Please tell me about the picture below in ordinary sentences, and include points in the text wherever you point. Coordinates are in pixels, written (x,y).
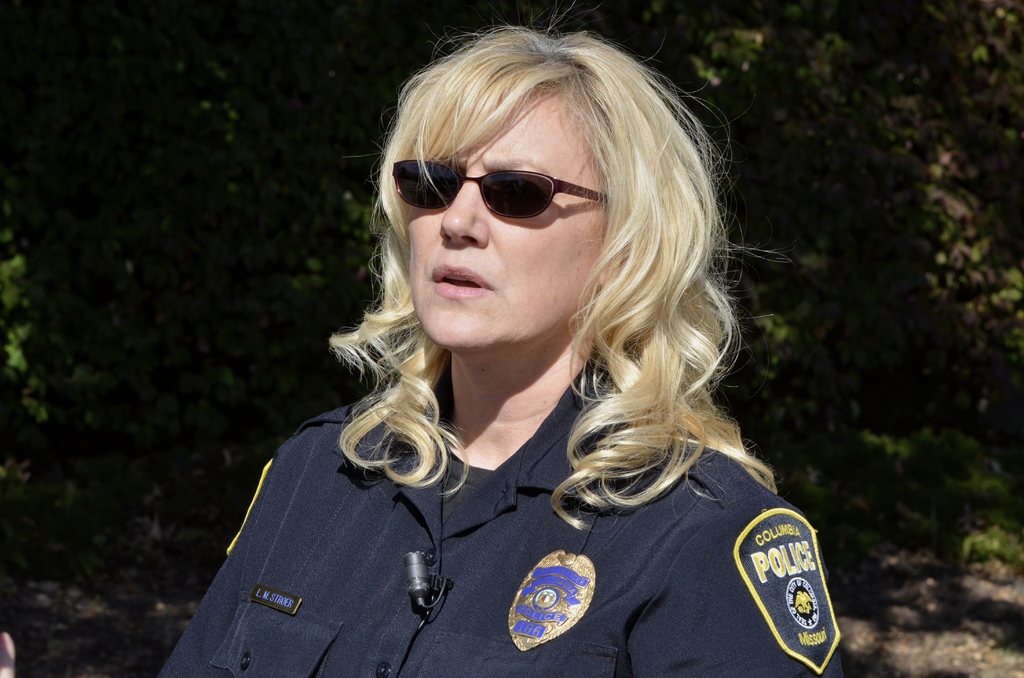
In the center of the image (510,270) a lady (595,400) is wearing uniform (423,529) and goggles (445,203). In the background of the image (152,75) we can see the trees (929,204). At the bottom of the image (926,617) we can see the ground (887,599).
